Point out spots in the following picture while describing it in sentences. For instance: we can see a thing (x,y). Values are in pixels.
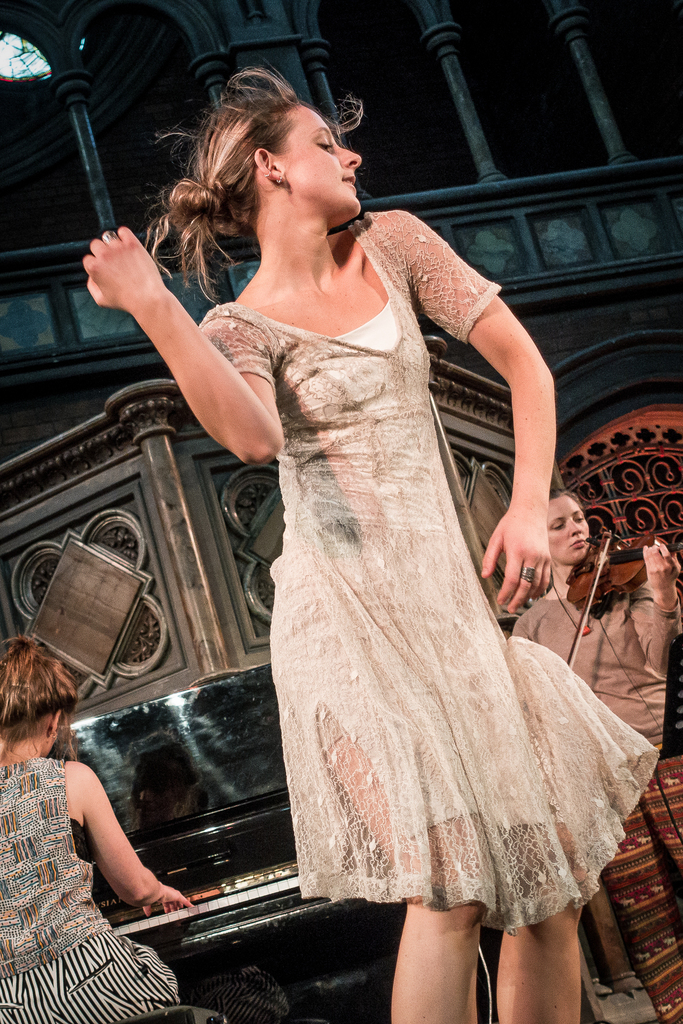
In this image I can see a woman (330,649) is wearing a white dress (342,707) and two other women (523,632) are playing musical instruments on the stage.
